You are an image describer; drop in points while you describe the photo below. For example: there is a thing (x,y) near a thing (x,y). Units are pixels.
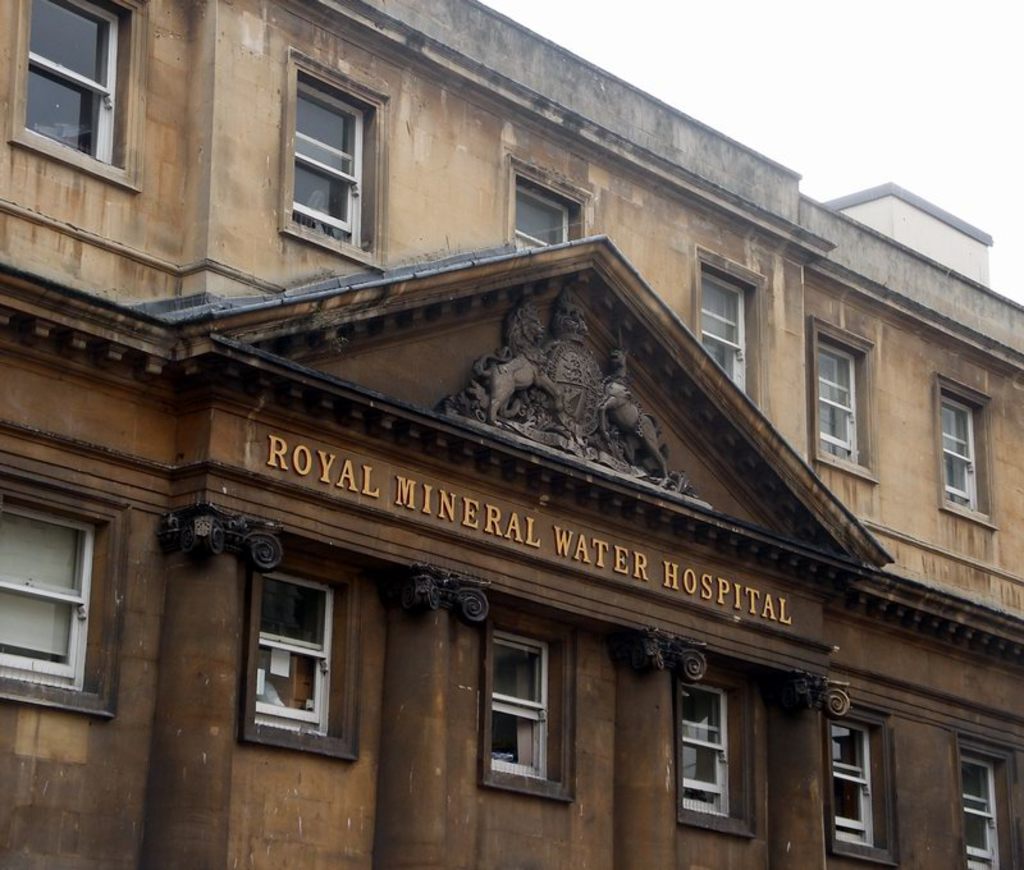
In this image there is a building (165,282) on that building (679,572) there is a text (568,528).
